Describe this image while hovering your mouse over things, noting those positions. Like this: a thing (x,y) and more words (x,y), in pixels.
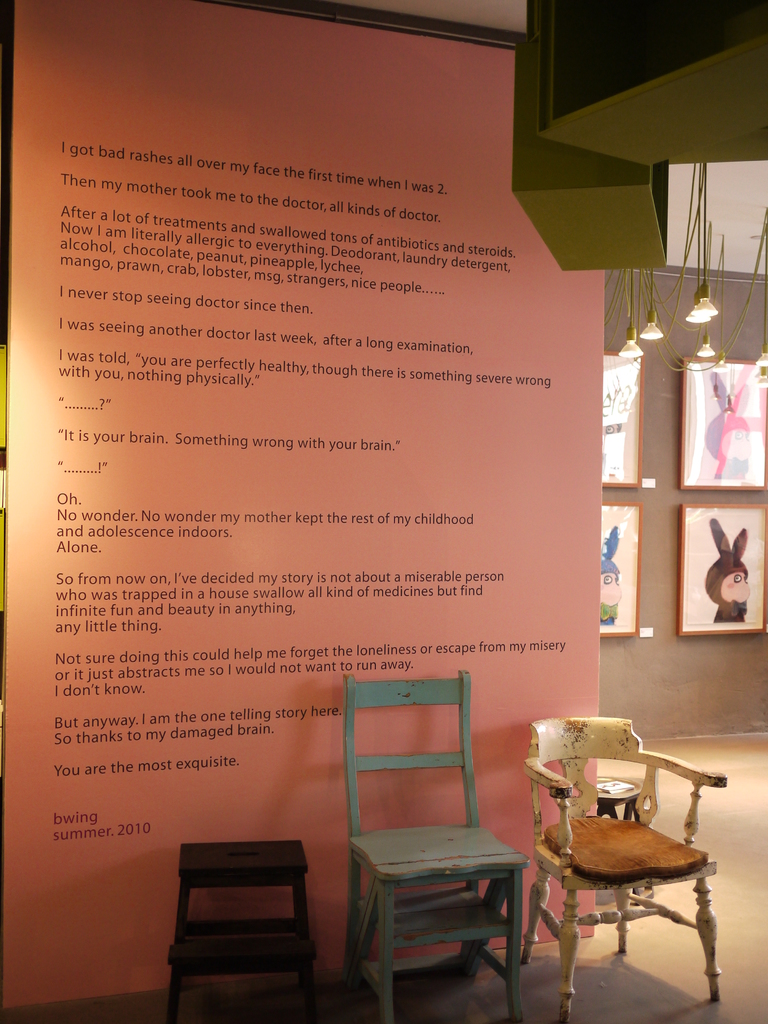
In this picture it looks like some text (190,486) on the wall (314,405) in front of which 3 chairs (415,943) are there. On the right side (708,389) we have photos frames (683,402) on the wall (718,499) and lights (705,315) hanging from the ceiling (728,221).
